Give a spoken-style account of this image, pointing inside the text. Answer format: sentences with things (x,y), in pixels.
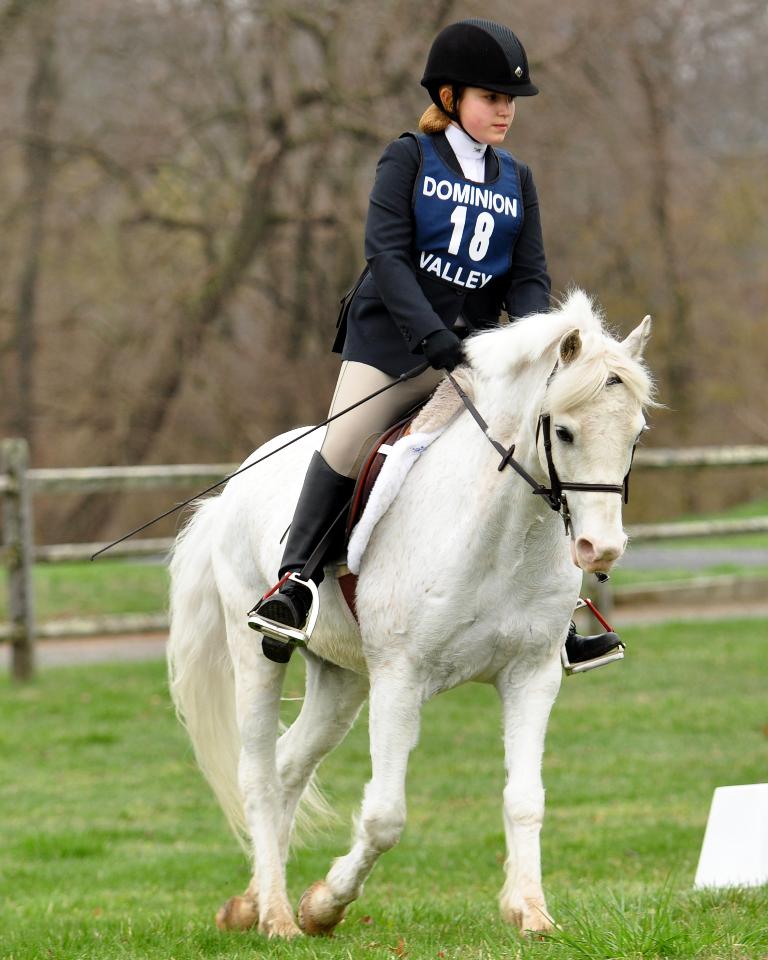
Woman (427,195) is sitting on a horse (515,512). Land (757,748) is covered with grass (106,781). Background (350,101) it is blur. We can bare trees (243,399) and fence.
